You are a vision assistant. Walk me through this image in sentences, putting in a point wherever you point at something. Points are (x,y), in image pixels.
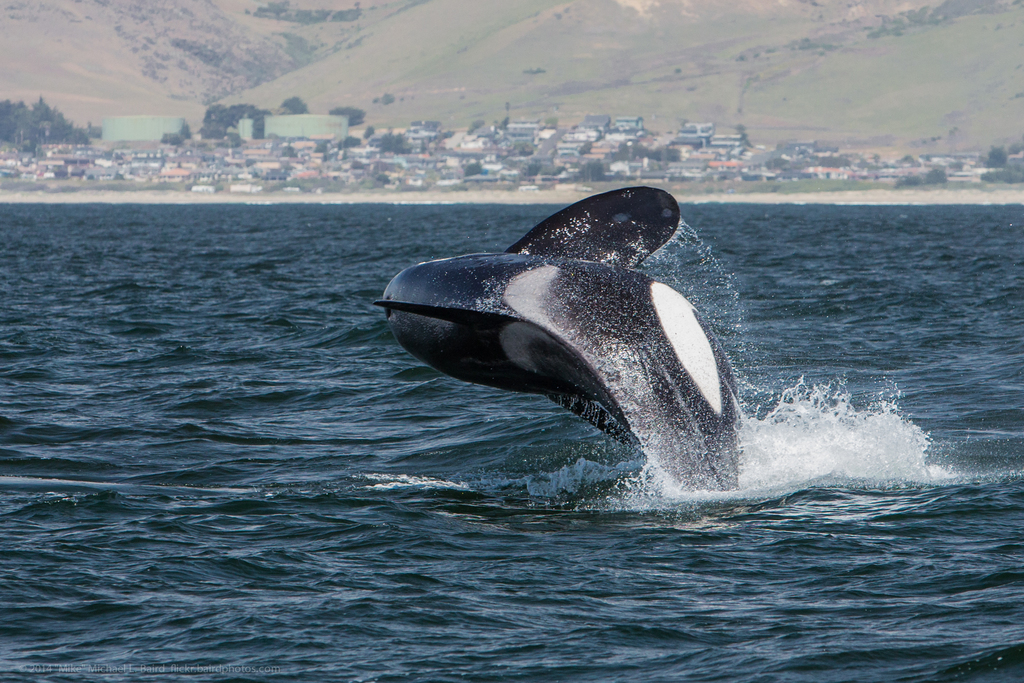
In the center of the image (436,308) we can see a dolphin (428,351) jumping into the sea (351,421). In the background (29,164) there are trees (30,120) and buildings (515,170). At the top (244,56) there are hills (440,80).
